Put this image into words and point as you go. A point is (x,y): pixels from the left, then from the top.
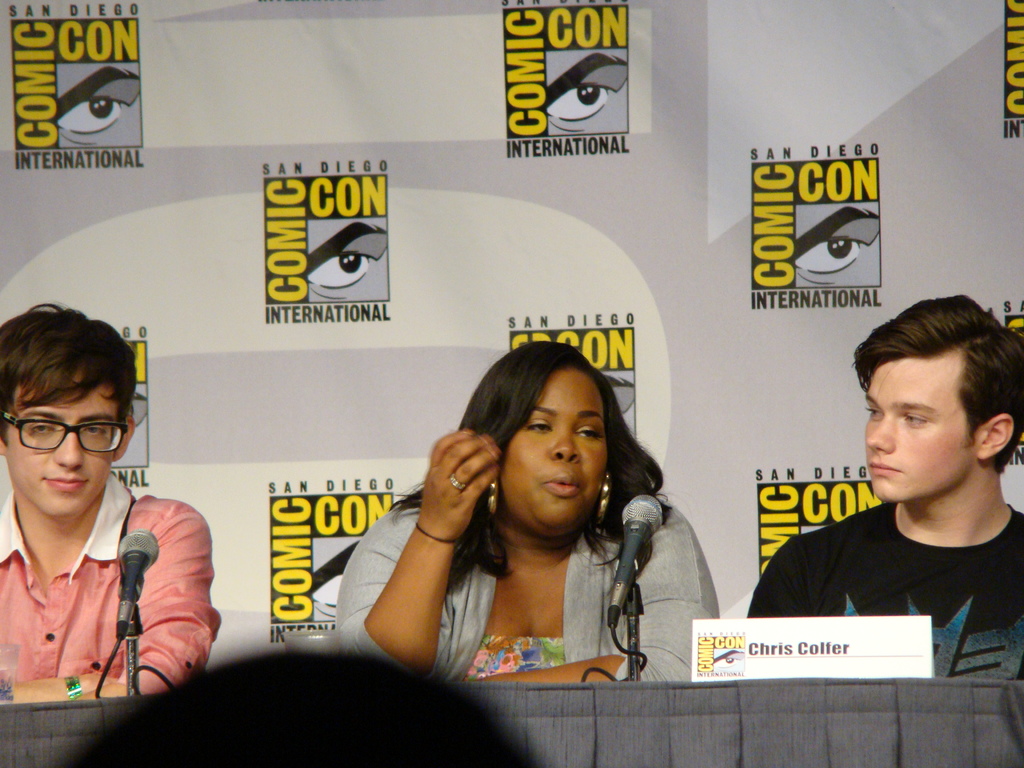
This picture shows a couple of men and women (385,542) seated and we see microphones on the table (747,690) and a name board (915,651) and we see an advertisement hoarding (407,312) on the back (176,333) and a man (64,455) wore spectacles (53,450) on his face (79,398).
